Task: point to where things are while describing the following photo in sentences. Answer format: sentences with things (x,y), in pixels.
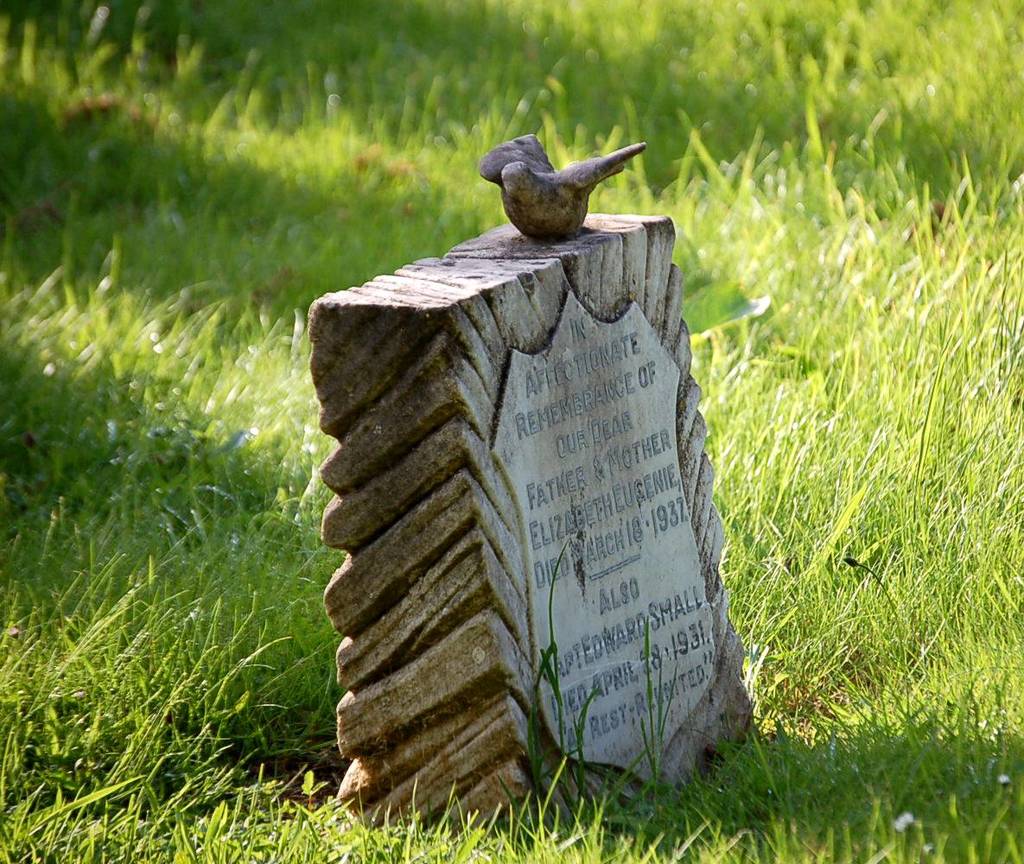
In this picture we can see a gravestone (500,546) in the grass (264,572).
